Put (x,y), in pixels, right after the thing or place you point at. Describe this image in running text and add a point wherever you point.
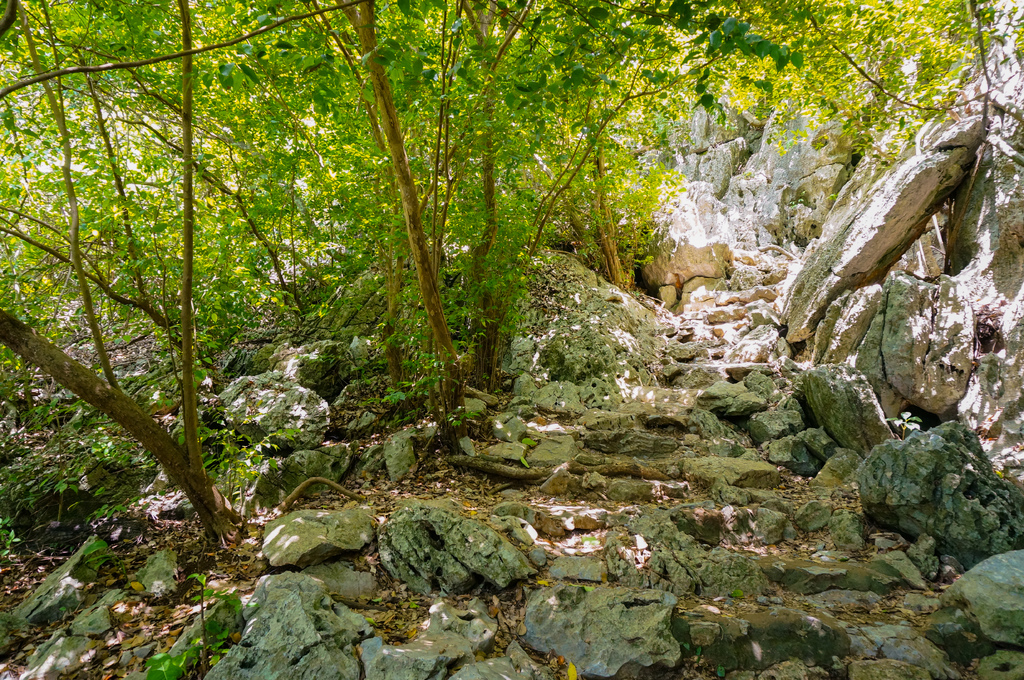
In this picture we can see many trees (322,152). On the right (808,251) we can see the stones (873,229). At the bottom (142,554) we can see the grass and leaves (585,505).
